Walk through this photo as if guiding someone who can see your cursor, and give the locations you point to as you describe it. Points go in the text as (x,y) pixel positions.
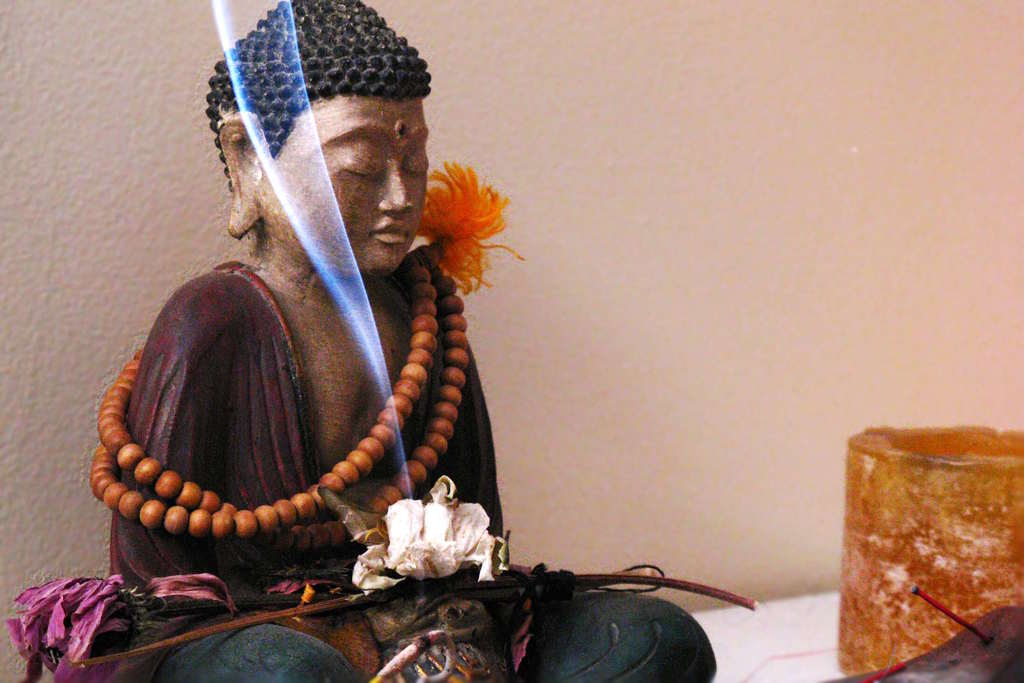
In the foreground of this image (460,549), there is an idol (272,387) on which there are flowers (452,540) and the beads chain (181,482). We can also see the smoke (253,51) and the wall (557,83) in the background (566,83). On the right (928,585), there are few objects (935,634) on the white surface (779,644).
